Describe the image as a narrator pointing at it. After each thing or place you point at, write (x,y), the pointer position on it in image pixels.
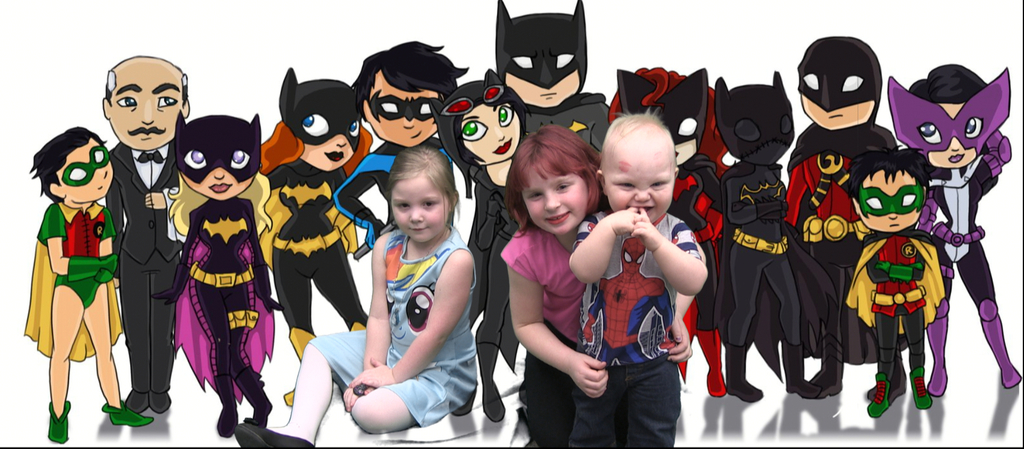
This is an edited picture where we can see cartoon (342,151) in the background (184,204) and in the front (525,265), there are two girls (565,276) and a boy (628,324) posing to the camera.
